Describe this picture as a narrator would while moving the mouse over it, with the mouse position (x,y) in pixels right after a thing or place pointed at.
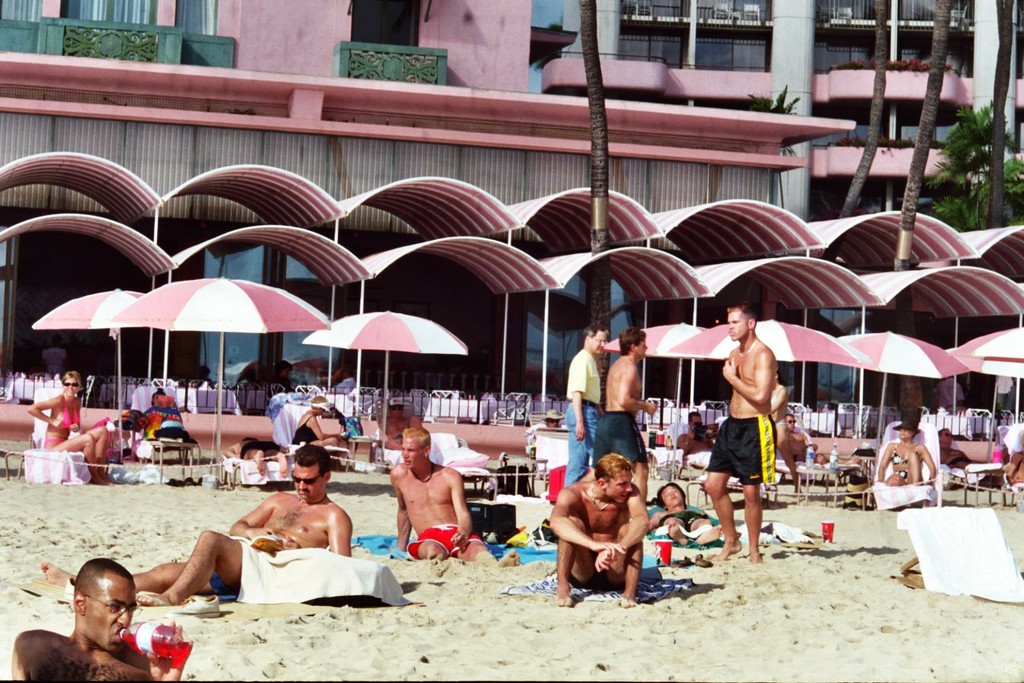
In this image there is sand (798,642) at the bottom (900,669). There are people (586,526) sitting and standing in the foreground (576,531). There are beach chairs (265,473), umbrellas (219,465), people (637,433), trees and there is a building (451,325) in the background (702,84).
